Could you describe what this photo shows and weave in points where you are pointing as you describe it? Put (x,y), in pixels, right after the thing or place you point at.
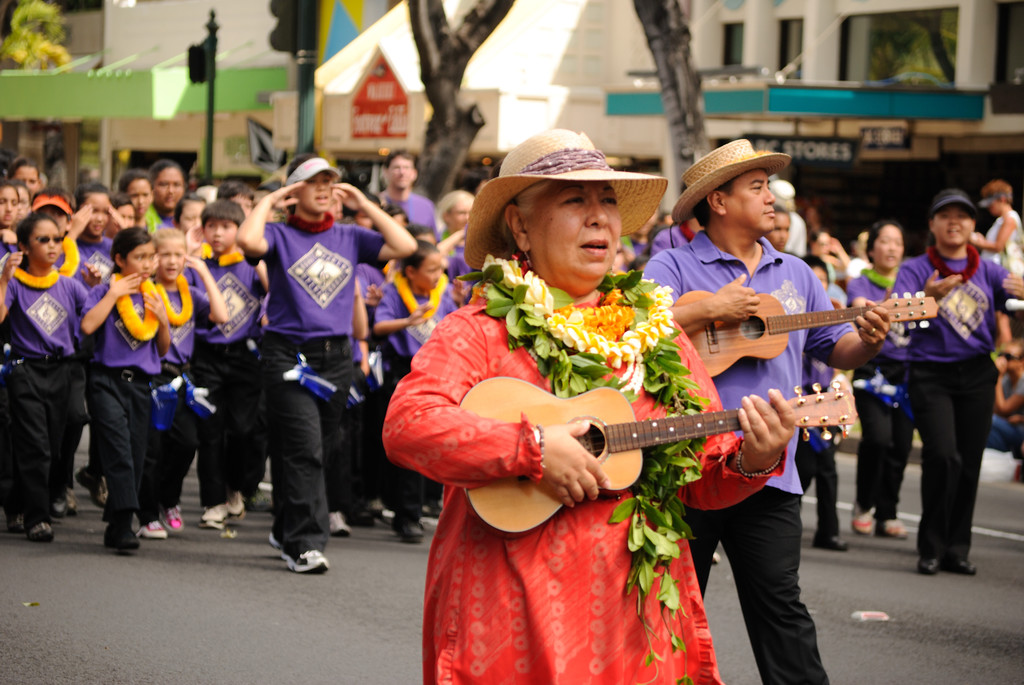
In the foreground of the picture (586,387) we can see two persons (766,434) playing some musical instruments (734,340). In the middle (389,231) there are many people (340,238) walking on the road (351,647). In the background (360,50) there are buildings (364,39), trees (450,84), signal light (292,15), pole (207,56) and other objects (217,89). In the foreground (608,339) there are garlands (585,328) in the women's neck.
